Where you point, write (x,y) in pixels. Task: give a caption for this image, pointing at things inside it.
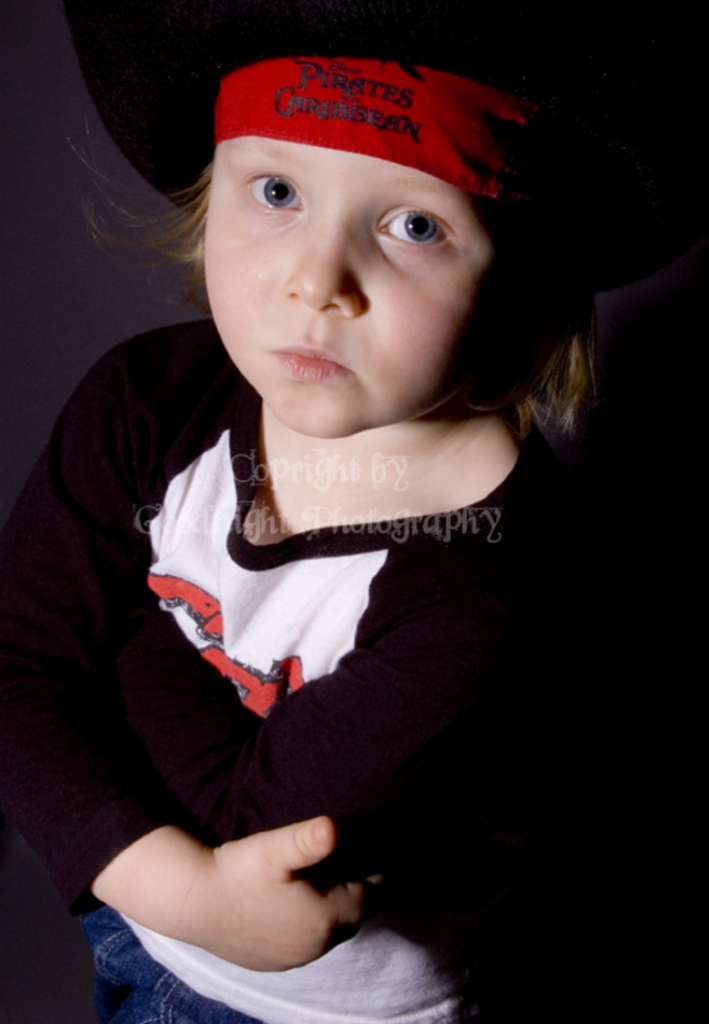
In this image I can see a child (308,447) wearing black and white colored dress (321,676) and black and red colored hat (241,45) is standing. I can see the black colored background (698,774).
